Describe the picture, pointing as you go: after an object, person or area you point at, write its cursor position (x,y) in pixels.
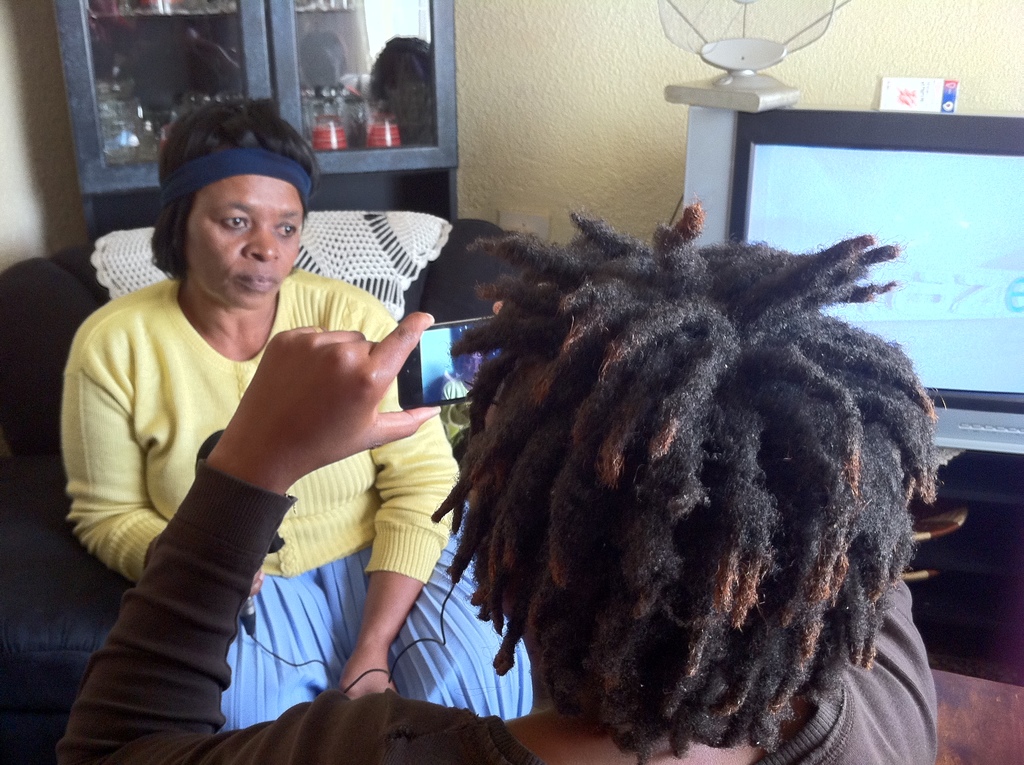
In this image I can see two persons (258,251), the person (764,715) in front (740,527) wearing brown color shirt (889,755) and holding a mobile (450,344), and the person (215,315) at back (153,359) wearing yellow sweater (158,340), blue skirt (359,592) sitting on the couch (86,605). Background (864,219) I can see a television (890,175) and wall (598,109) in cream color.
